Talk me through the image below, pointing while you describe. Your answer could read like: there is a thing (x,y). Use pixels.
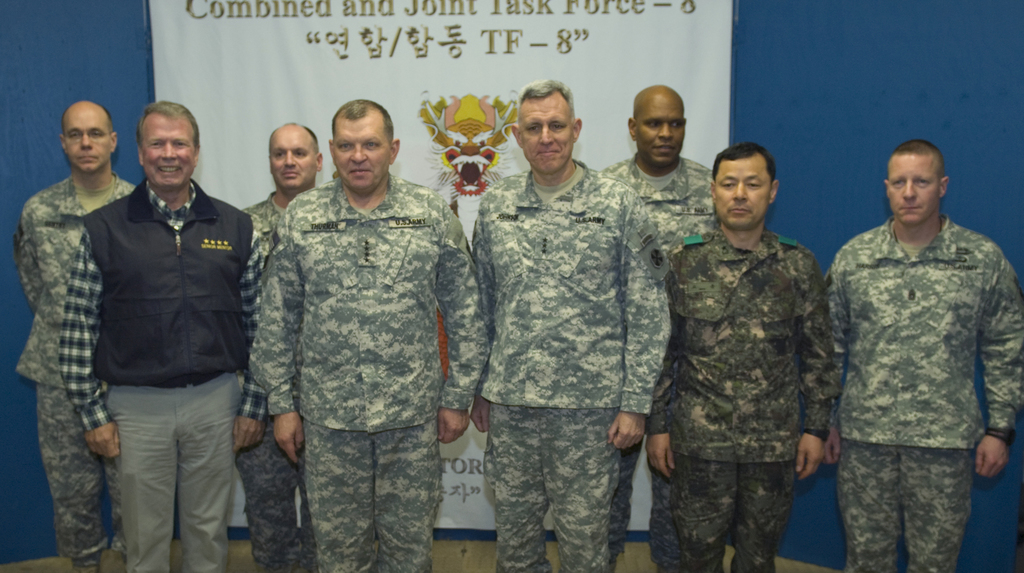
In this picture I can observe some men (441,214) standing on the floor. Some of them are smiling. Behind them there is a poster (296,85) which is in white color. I can observe some text (378,38) on the poster (467,456). In the background (74,77) there is a blue color wall (774,94).
